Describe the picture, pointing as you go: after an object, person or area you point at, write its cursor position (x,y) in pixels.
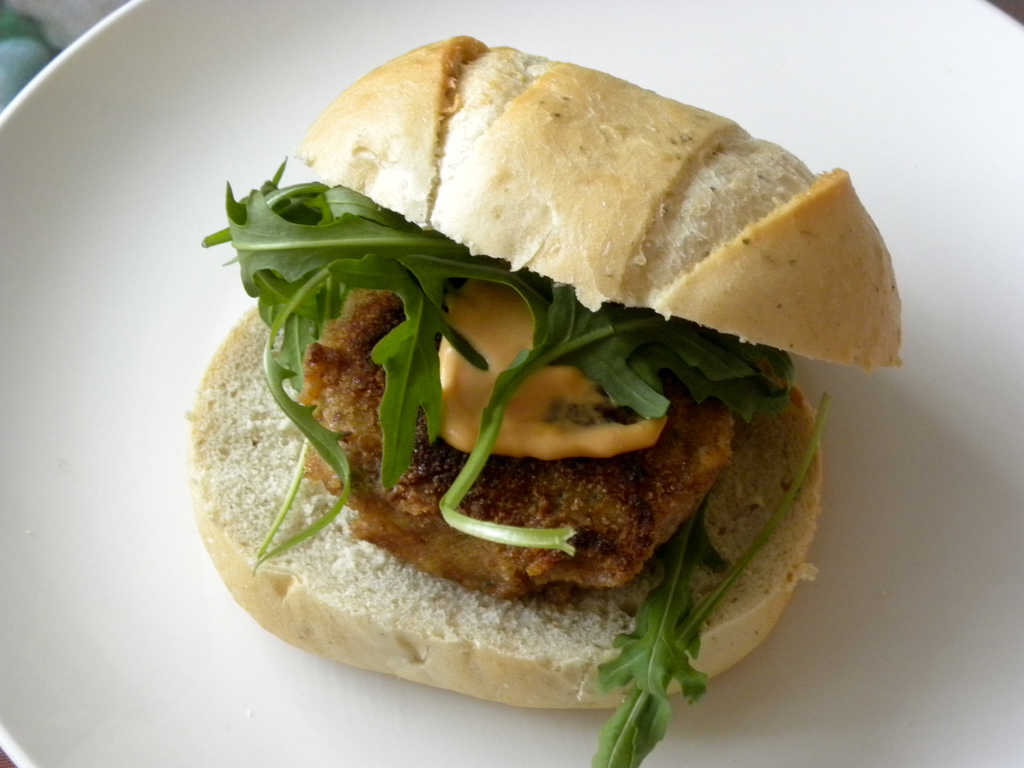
In the center of this picture (523,485) we can see a white color platter (238,32) containing food item (579,352) which seems to be a burger (602,295) and we can see the arugula leaves (557,361) and some food items (643,532).
